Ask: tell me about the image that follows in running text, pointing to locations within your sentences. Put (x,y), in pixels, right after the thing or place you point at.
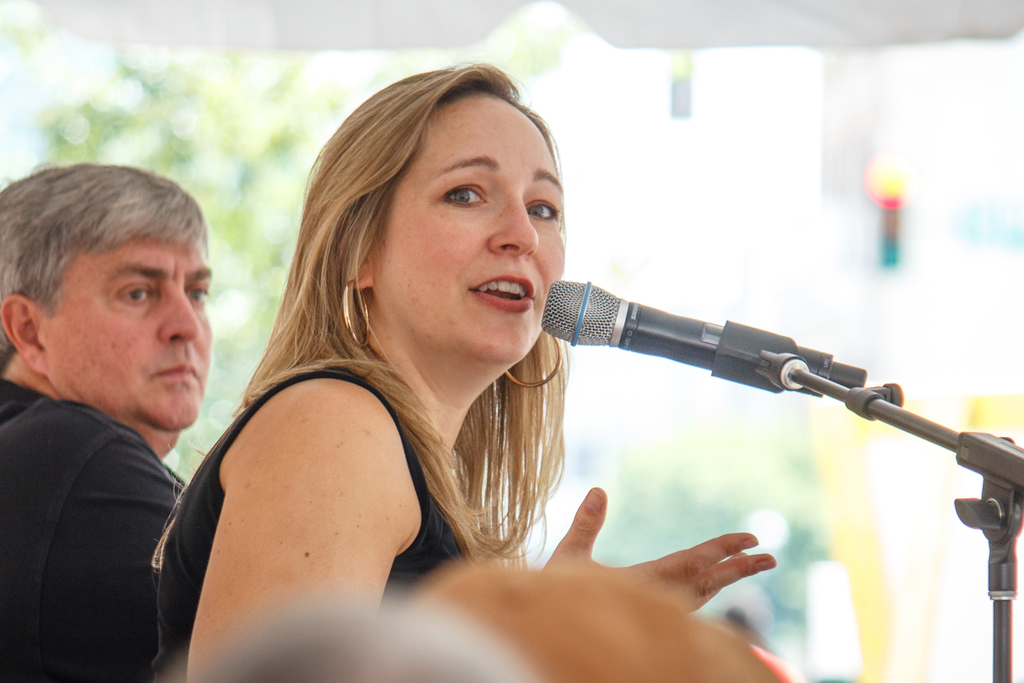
In this image there is a woman (294,368) with black dress (177,596) is talking and there is a person (137,494) with black shirt (116,549). On the right side of the image (826,380) there is a microphone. At the back (241,95) there are trees (541,62). At the top (333,40) there is a tent (344,20). At the back (732,124) image is blurry.
